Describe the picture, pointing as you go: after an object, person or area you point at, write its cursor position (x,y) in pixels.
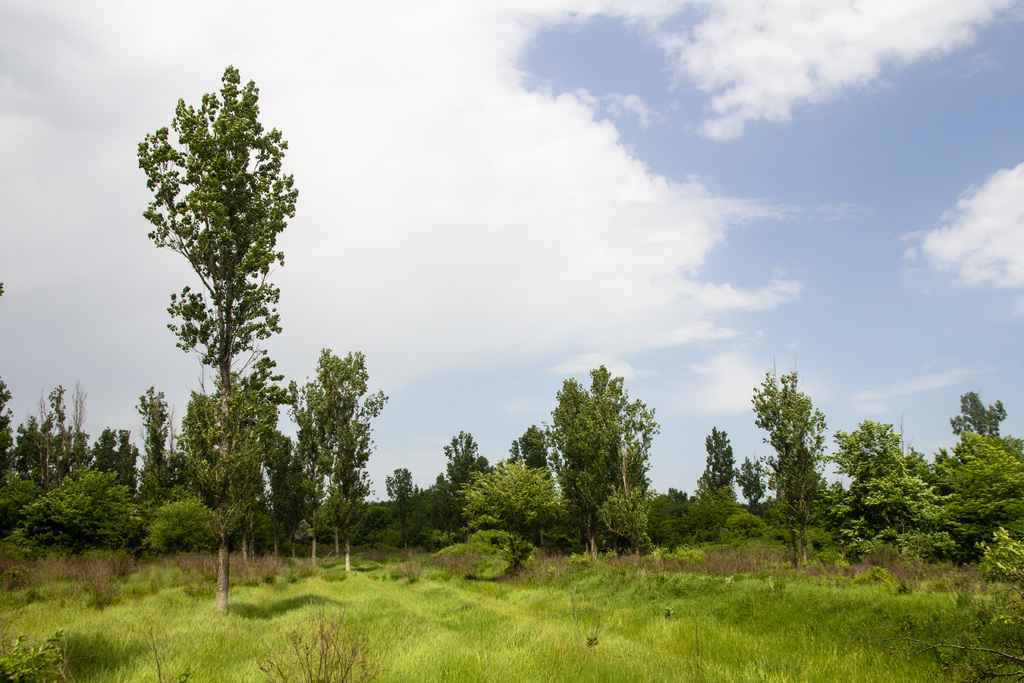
In this picture we can see grass (881,624), plants (1001,645) and trees (231,477). In the background of the image (541,272) we can see the sky (564,235) with clouds (594,235).
